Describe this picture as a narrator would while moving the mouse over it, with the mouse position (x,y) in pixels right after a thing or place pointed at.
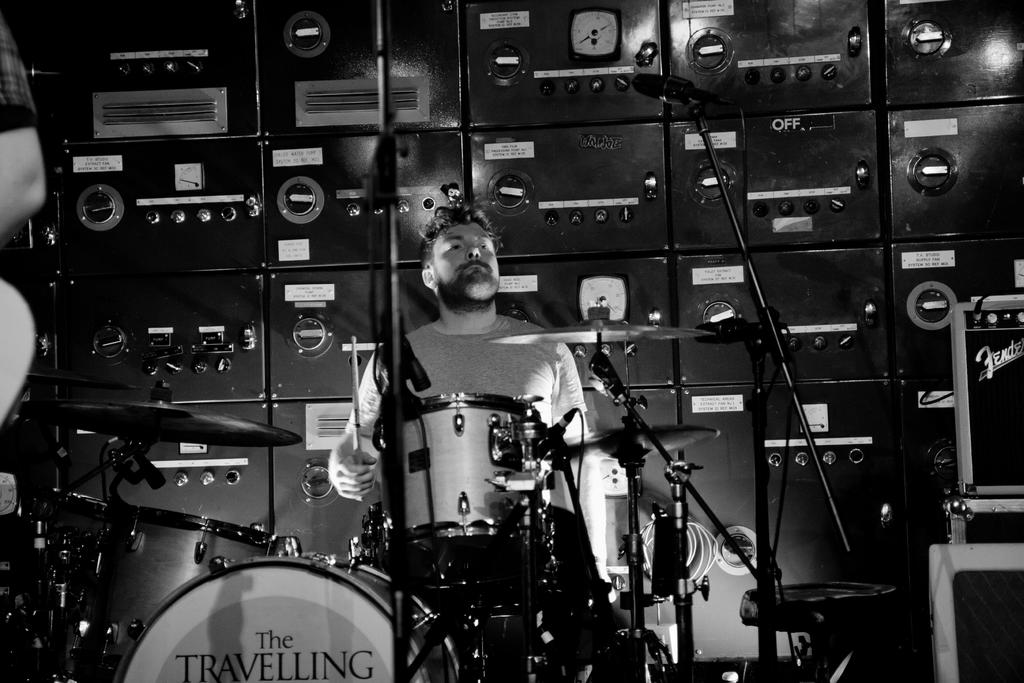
In the image we can see there is a man (457,294) sitting on the chair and there is a drum set (489,515). Behind there is a speedometer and there are boxes (185,347) kept on the floor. The image is in black and white colour and its written ¨The Travelling¨ on the drum (281,651).
